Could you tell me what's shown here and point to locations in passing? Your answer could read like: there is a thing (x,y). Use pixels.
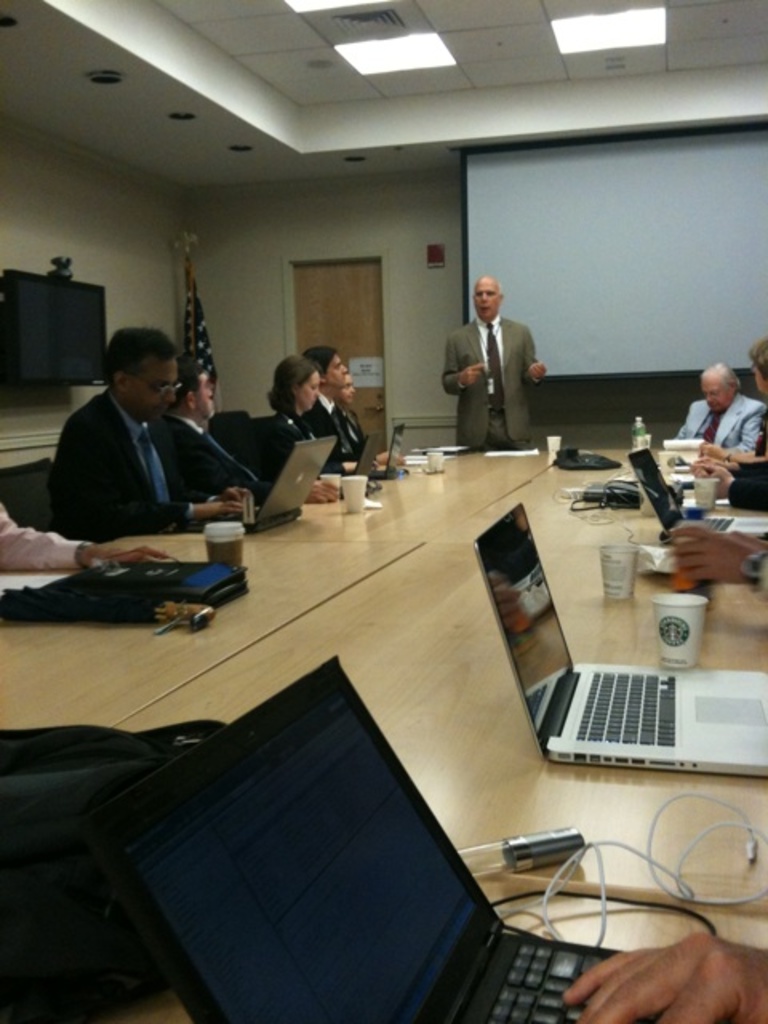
In this image there are group of persons (217,503) sitting in a room (560,507) and there are laptops (361,462) coffee glasses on the top of the table (478,471) and at the middle of the image (475,375) there is a person (475,392) standing and at the left side of the image (68,309) there is a T. V (74,358).
